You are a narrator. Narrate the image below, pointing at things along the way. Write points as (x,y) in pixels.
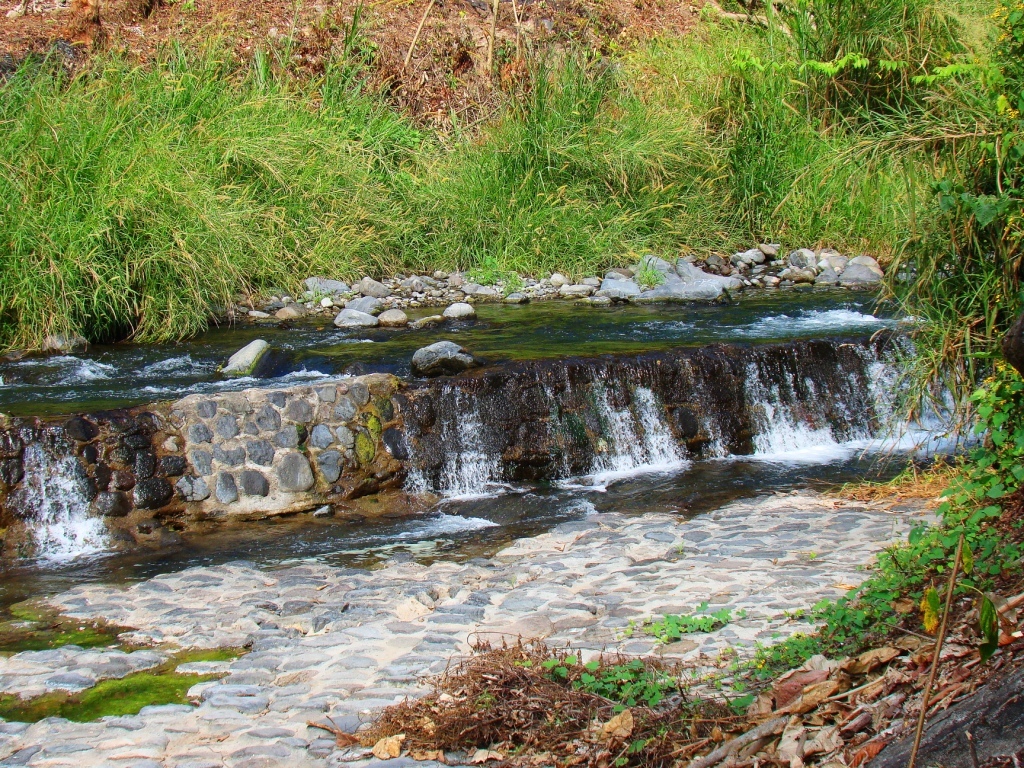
In this picture we can see water fall (637,404), side we can see some rocks (671,533) and around we can see the grass (340,151).
